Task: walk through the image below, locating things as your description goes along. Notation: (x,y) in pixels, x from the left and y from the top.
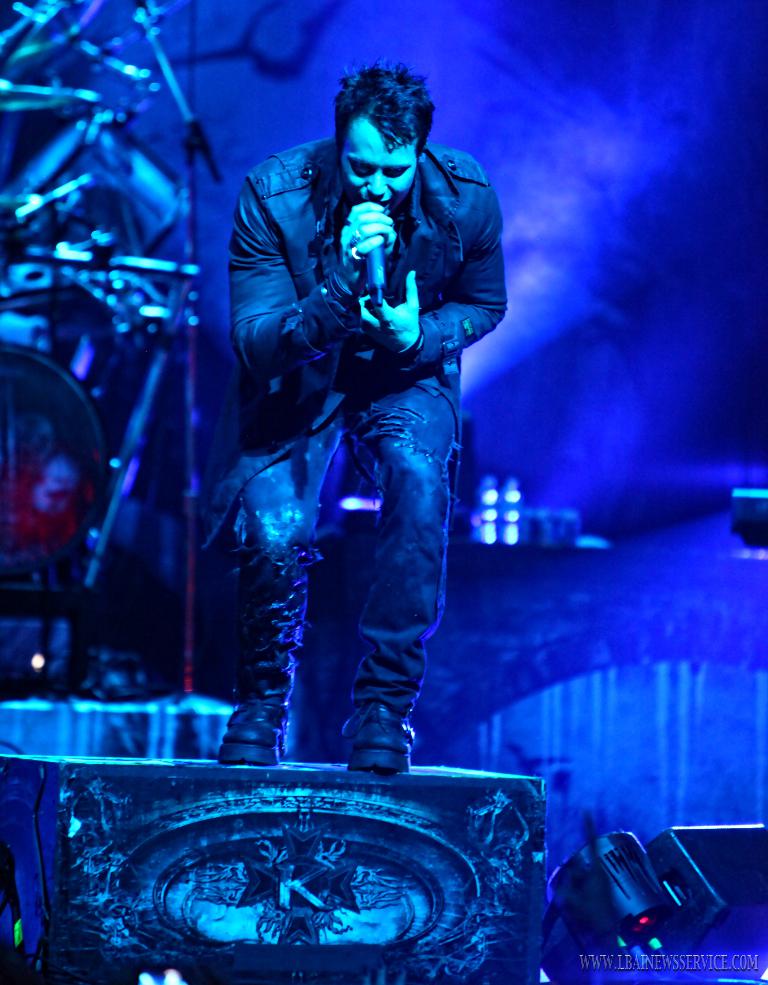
In this picture we can see a person (456,234) holding a microphone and standing on a block (525,785). On this block (323,875), we can see the letter K (287,882) and some art (203,911). There is a black object (636,917) and some text (700,958) in the bottom right (628,947). There is a drum (39,465), musical instruments (37,269) and lights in the background (155,312).
